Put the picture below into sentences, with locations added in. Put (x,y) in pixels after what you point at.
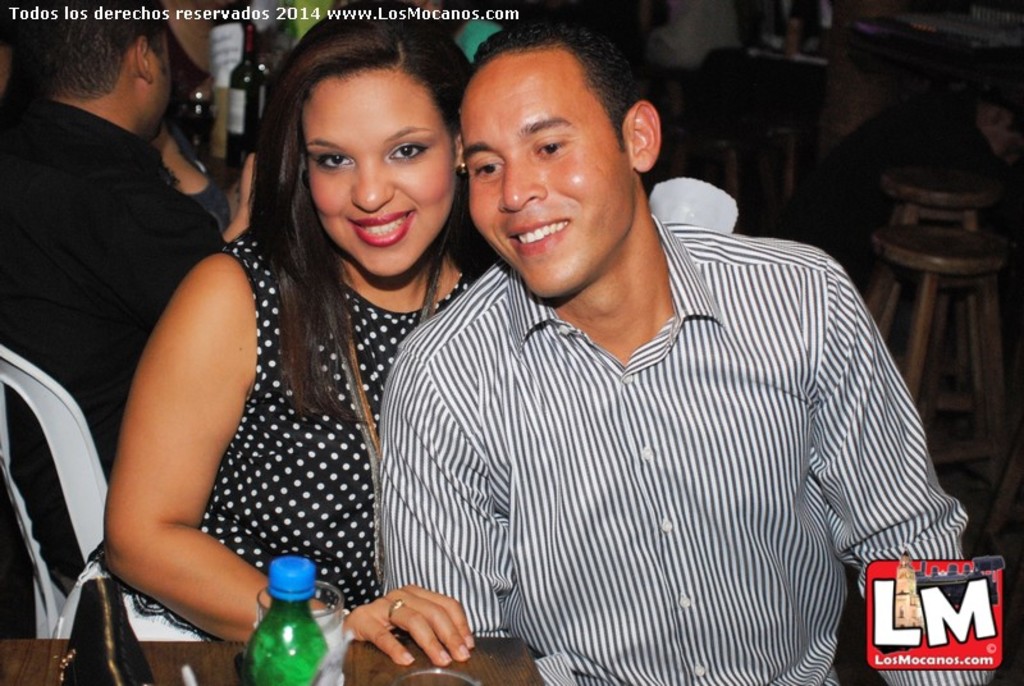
In this image I can see few people (348,436) are seating. Here I can see smile (388,215) on their faces (519,263). I can also see a bottle (298,623), a glass (343,606) and in the background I can see few stools (922,213). I can also see one more bottle (256,129) over there and I can see this image is little bit dark from background (763,107).
